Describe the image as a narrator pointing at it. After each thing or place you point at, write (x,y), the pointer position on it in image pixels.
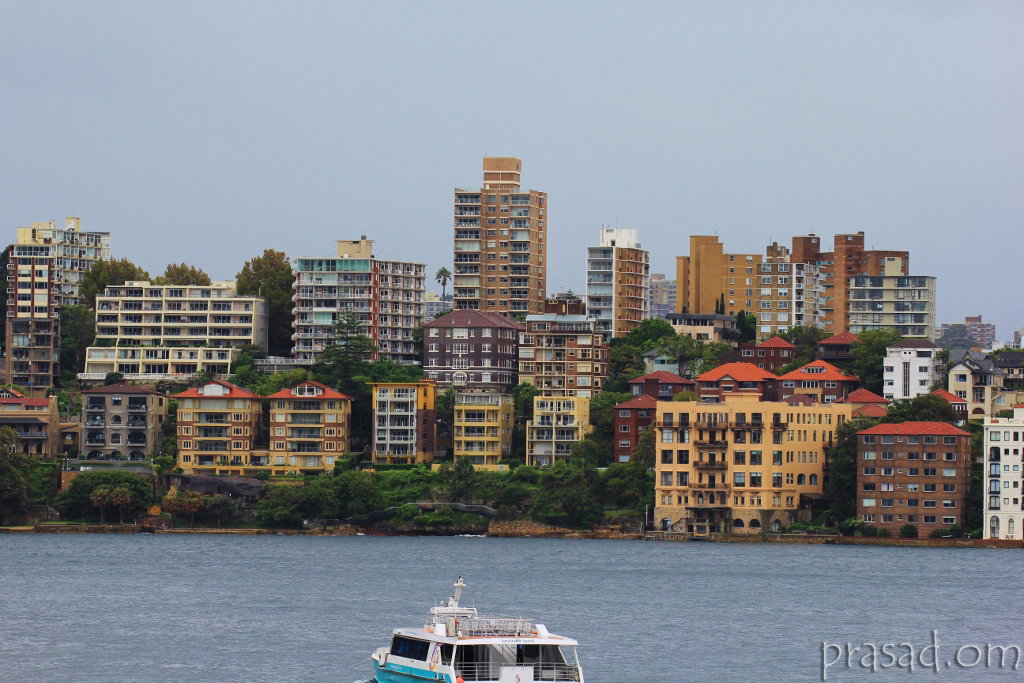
In this image I can see a boat (429,639) in the water (600,639), text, trees (349,497), plants (536,515), fence (147,463), buildings (627,456), grass (300,480), road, windows (242,404) and the sky (359,221). This image is taken may be near the lake (679,558).
